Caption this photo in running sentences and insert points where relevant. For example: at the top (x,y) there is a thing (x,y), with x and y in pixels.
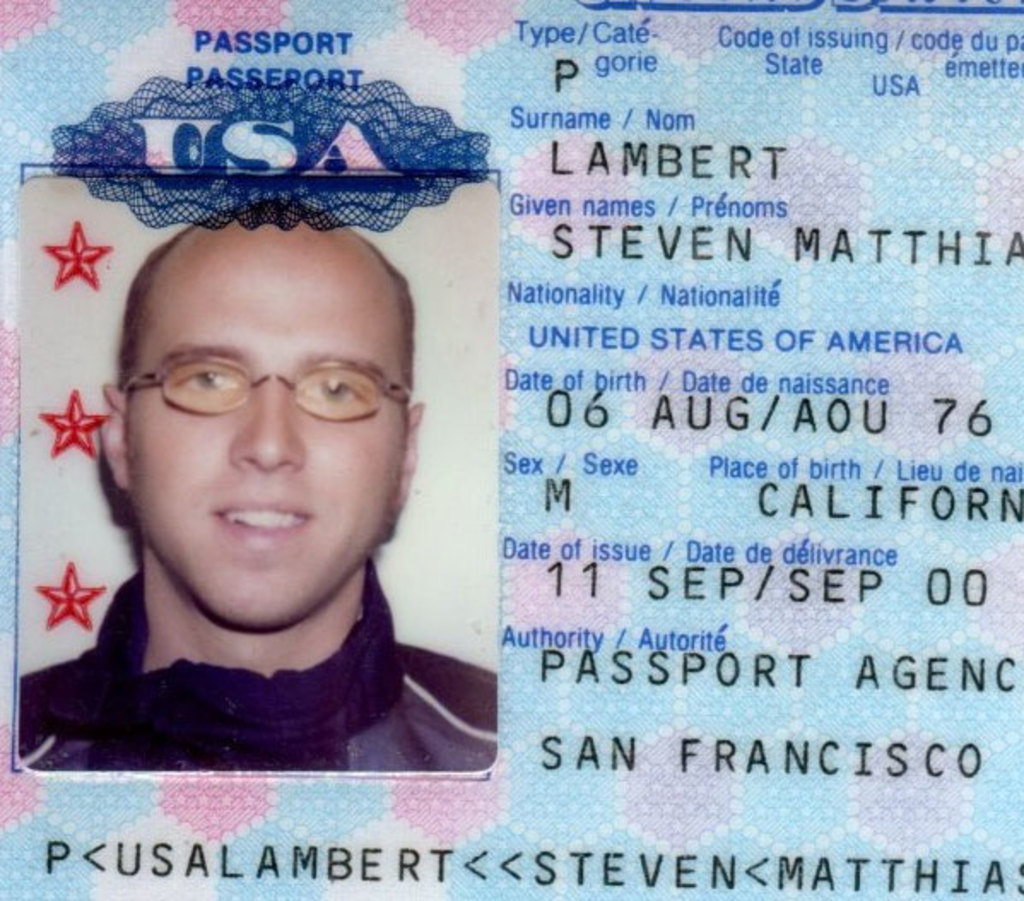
In this picture there is some text (699,545) and numbers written and there is the image of the person (319,537) who is smiling.
